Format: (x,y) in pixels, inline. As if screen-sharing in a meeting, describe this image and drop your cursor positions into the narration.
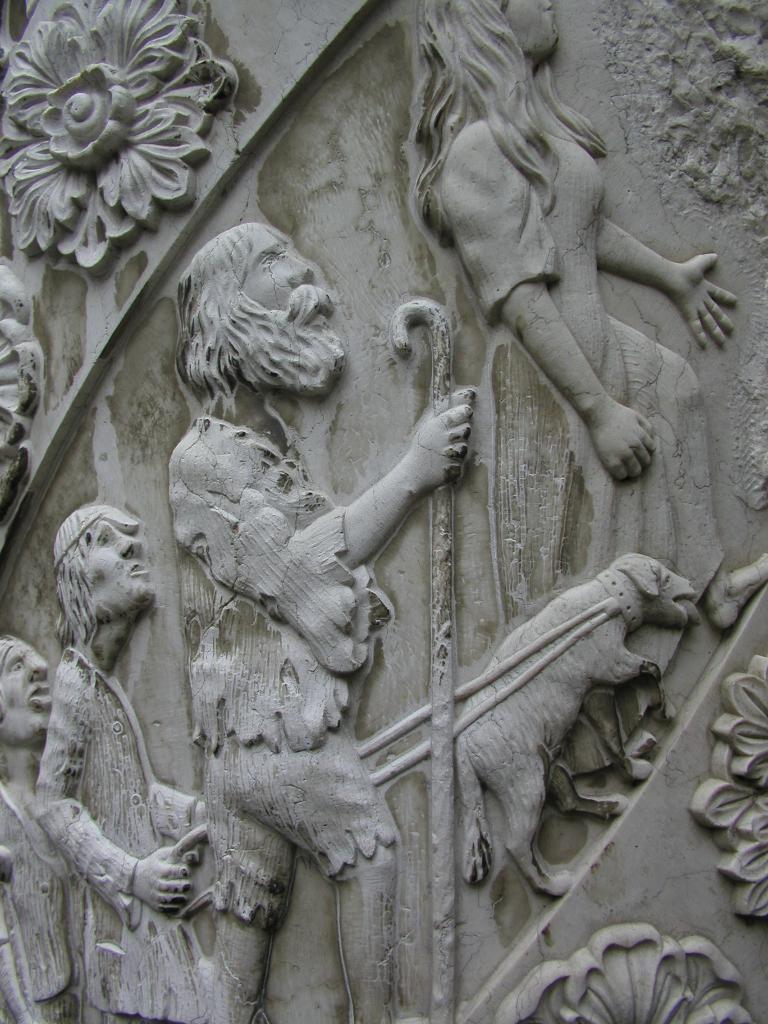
In this image I can see the sculptures (111,100) to the wall (334,201).
